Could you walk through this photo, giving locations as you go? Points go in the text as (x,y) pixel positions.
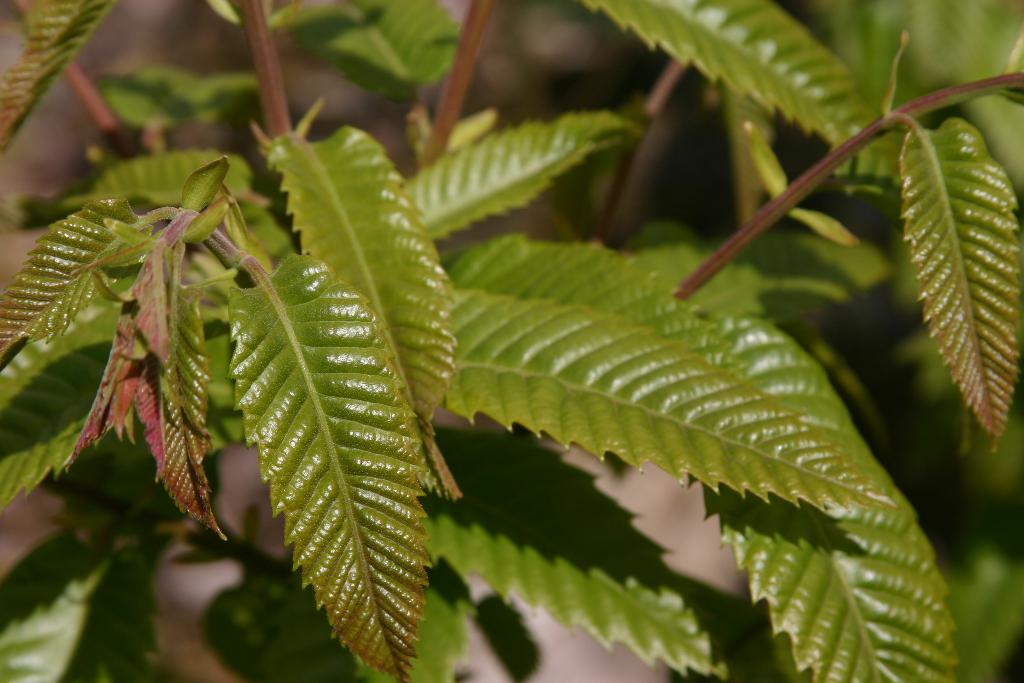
This image is taken outdoors. In this image there is a plant (268,405) with stems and green leaves (617,401).
